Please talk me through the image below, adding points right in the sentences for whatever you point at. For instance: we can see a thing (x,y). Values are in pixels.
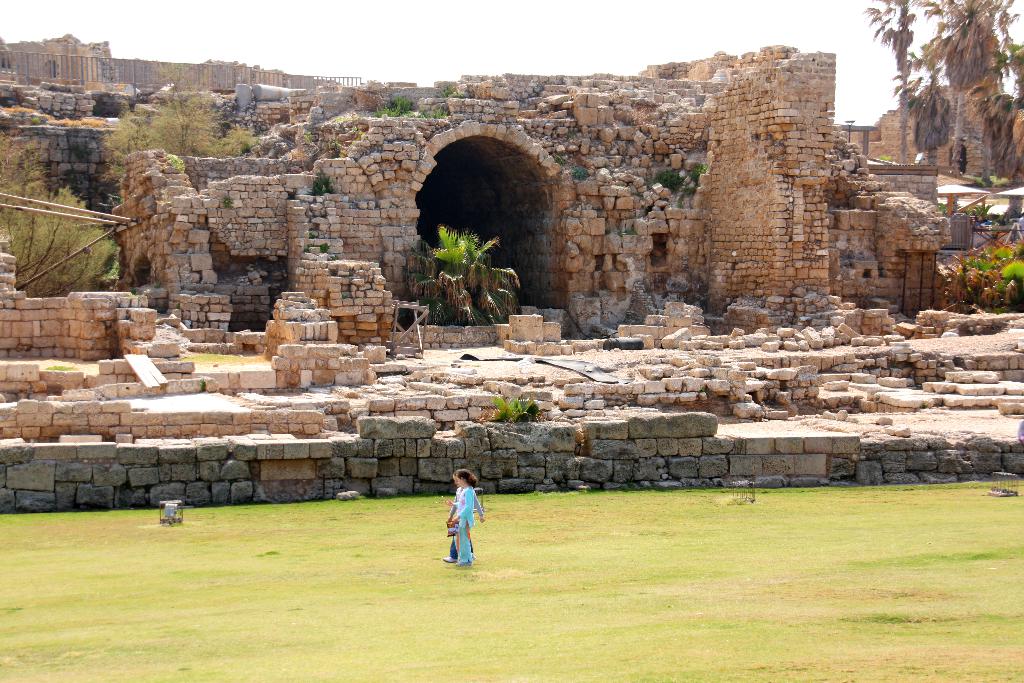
This image is taken outdoors. At the bottom of the image (208,606) there is a ground (228,608) with grass (595,599) on it. At the top of the image (305,31) there is the sky (586,39). On the right side of the image (927,83) there are a few trees (946,106) and plants (997,254) on the ground (898,487). There are a few walls (909,478). In the middle of the image (635,236) there are many brick walls (315,422) and there is an architecture (574,317). There is a railing (107,73) and there are few plants (89,268). Two kids (461,515) are walking on the ground (432,577).
